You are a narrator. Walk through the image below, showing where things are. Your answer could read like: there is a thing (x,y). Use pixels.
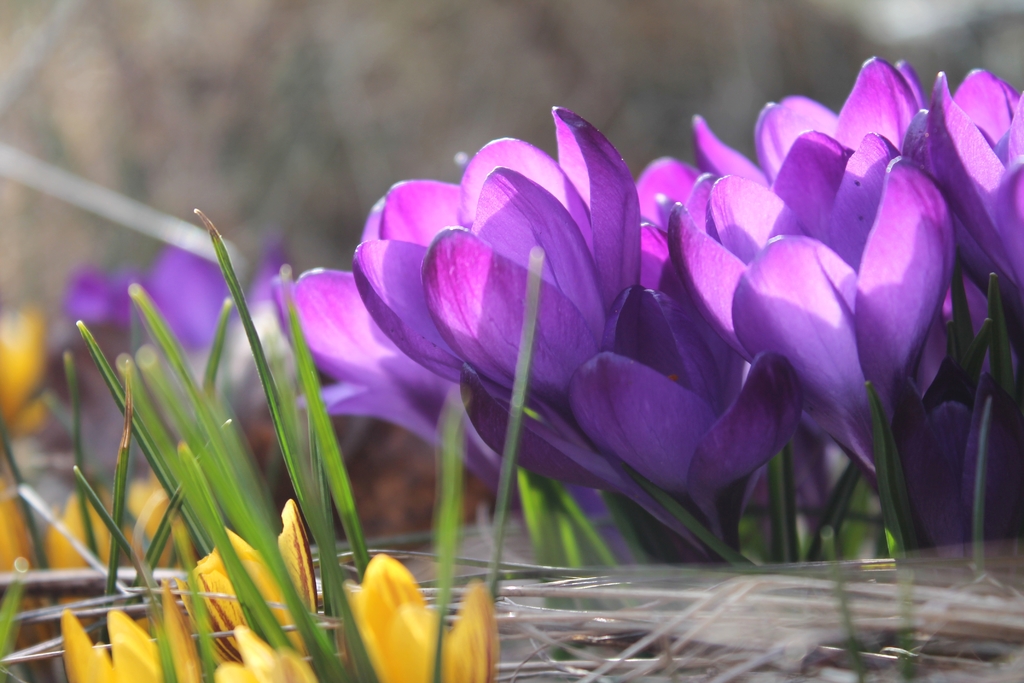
In the picture we can see some grass plants (245,465) with yellow colored flowers (222,625) and beside it, we can see some plants (687,527) with violet colored flowers (766,342), and in the background (224,154) we can see some plants (237,121) which are not clearly visible.
